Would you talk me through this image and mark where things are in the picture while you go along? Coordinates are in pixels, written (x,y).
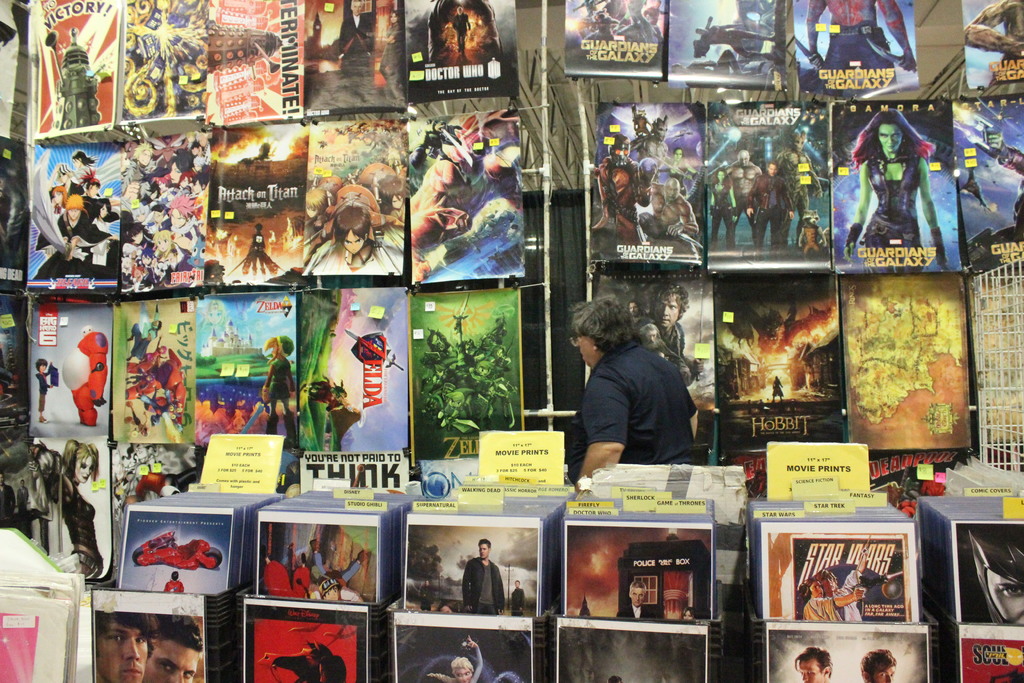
In this picture there is a person (653,397) standing. In the foreground (805,542) there are posters (311,573) and there are pictures (174,631) of people (1001,567) on the posters (676,594) and there are boards (233,481) and there is text (584,509) on the boards (855,475). At the back (668,163) there are posters (167,45) on the rods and there it looks like a curtain (582,236) and there is a wall (529,21). On the right side of the image (1007,463) there is a grill (990,311).
